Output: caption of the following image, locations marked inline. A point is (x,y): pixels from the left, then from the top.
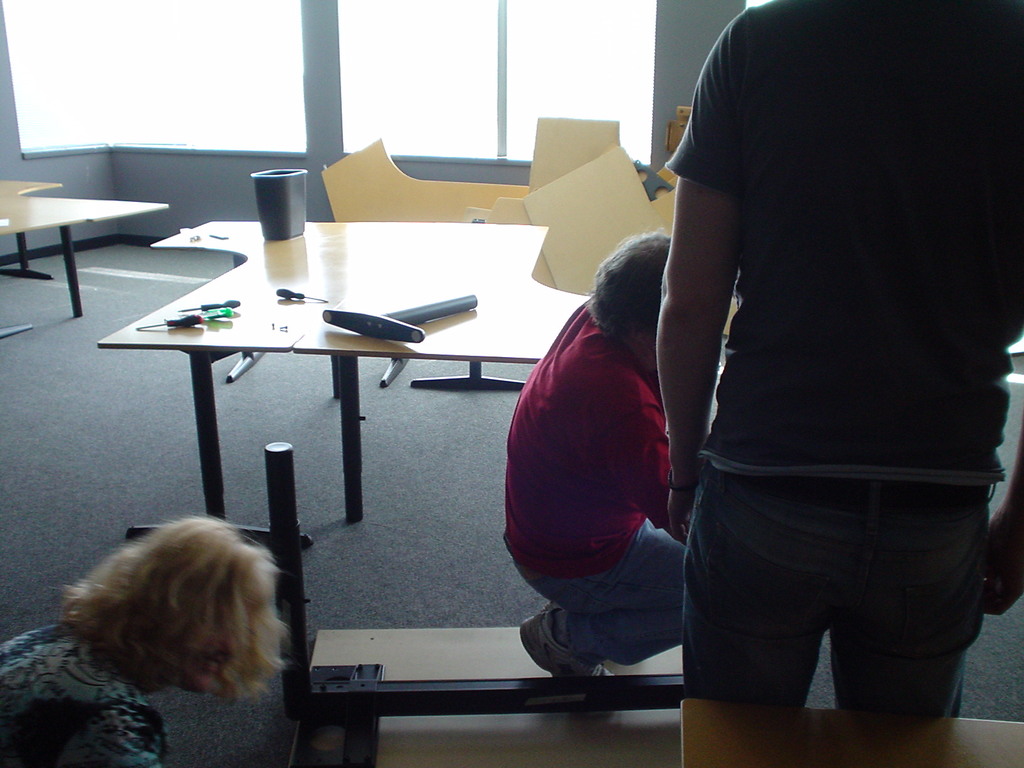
In this picture we can find three people (63,645) and some tools (176,326) on the table (383,256).
